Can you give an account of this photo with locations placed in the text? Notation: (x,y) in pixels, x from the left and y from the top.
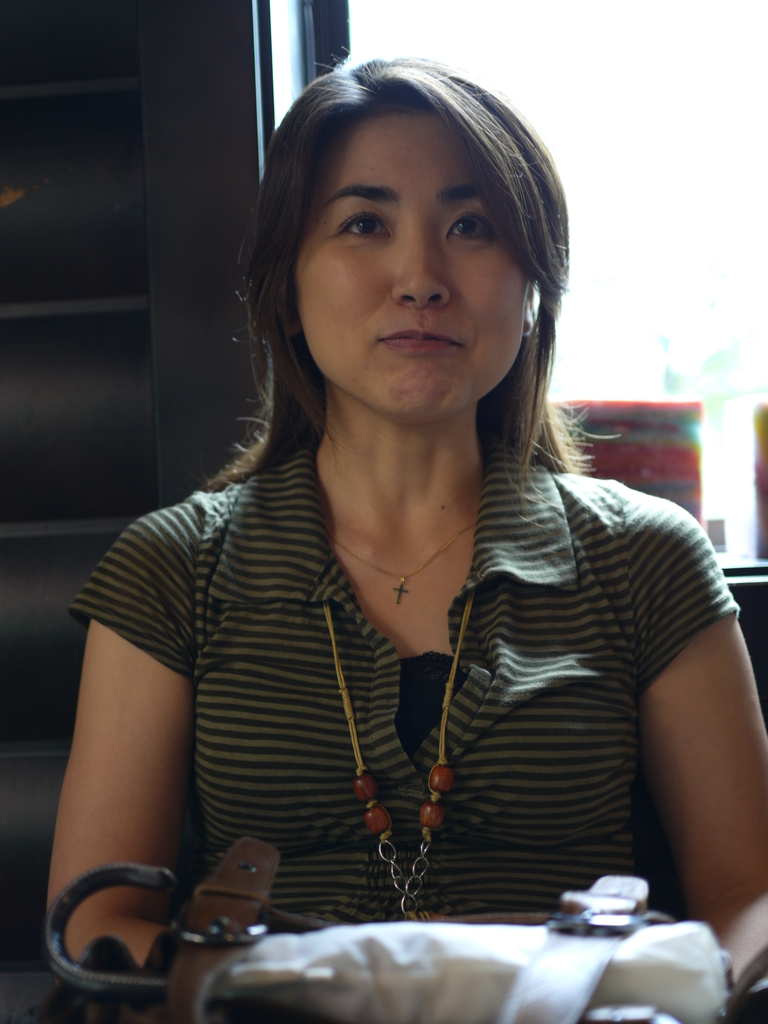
In this image I can see a woman (392,485) wearing green and black colored dress (345,664) and a bag (360,943) in front of her. I can see the black and white colored background (540,7).
